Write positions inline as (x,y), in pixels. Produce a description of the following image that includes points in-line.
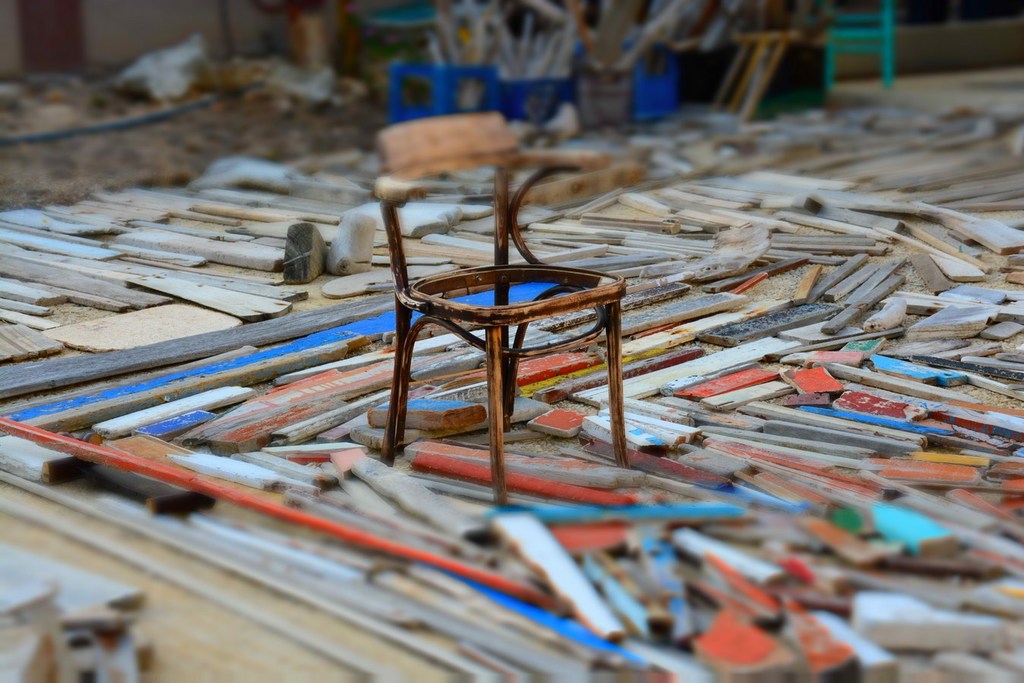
We can see a chair (492,358), around this chair (446,302) you can see wooden objects (665,249). In the background (847,66) it is blurry and we can see chair (890,12).
